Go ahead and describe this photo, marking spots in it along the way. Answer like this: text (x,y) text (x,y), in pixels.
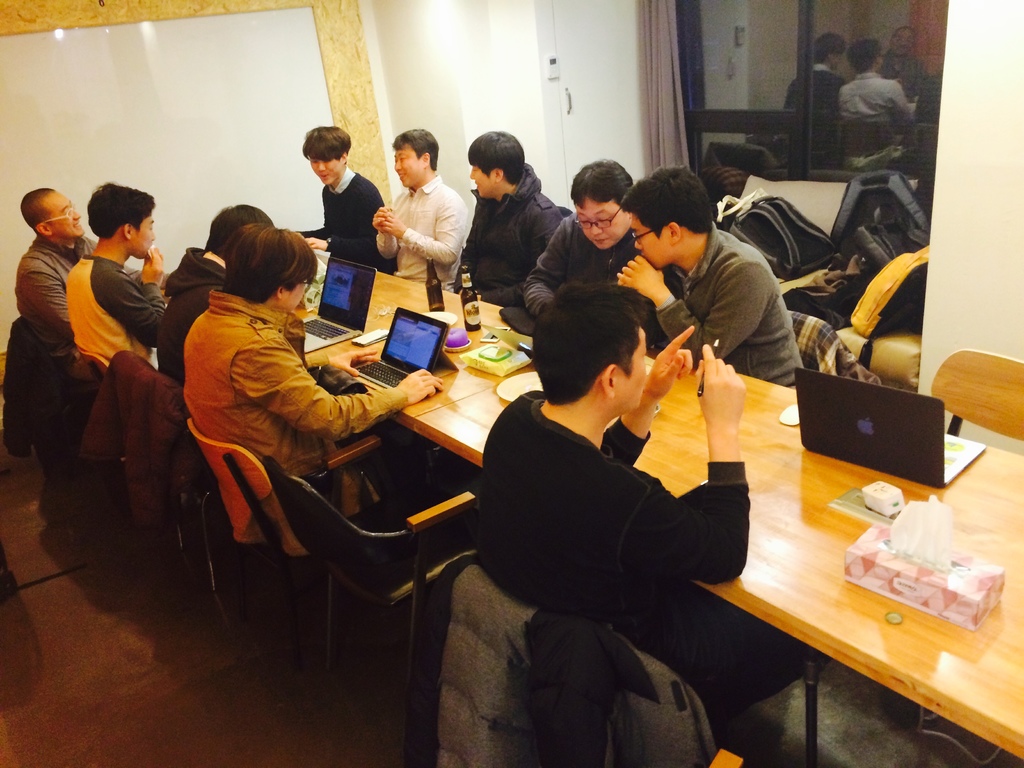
In this picture we can see group of people (325,217) sitting on chairs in front of a table (424,416), these two people (251,386) are looking at laptop (314,336) on the right side of the image (768,118) we can see a glass door (800,109), in background (302,104) we can see a wall (220,72), on the right side of the table (855,468) we can see tissue papers (911,543), the man (654,562) on the right side (683,564) is pointing his fingers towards something these two persons (628,256) talking with each other.
